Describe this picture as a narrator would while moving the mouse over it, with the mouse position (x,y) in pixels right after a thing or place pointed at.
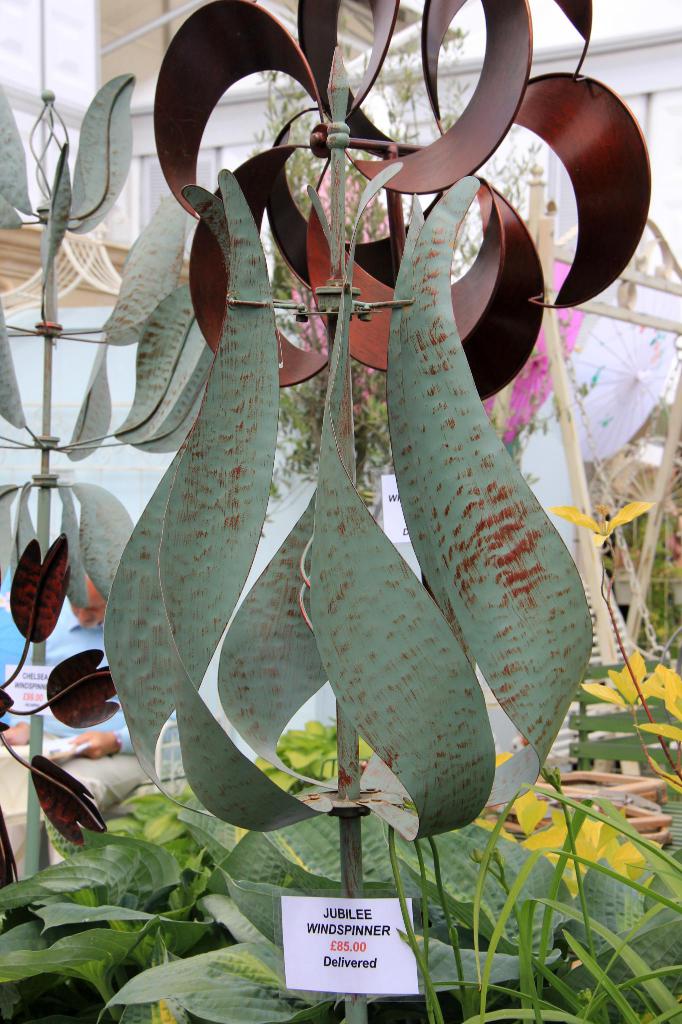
In the image in the center (389,523) we can see windspinners (419,779), plants (130,968) and boards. In the background (137,81) there is a building (673,126), wall (662,129), umbrellas (665,332), fence (548,348), trees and one person (90,760) sitting on the chair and holding some object (67,754).
